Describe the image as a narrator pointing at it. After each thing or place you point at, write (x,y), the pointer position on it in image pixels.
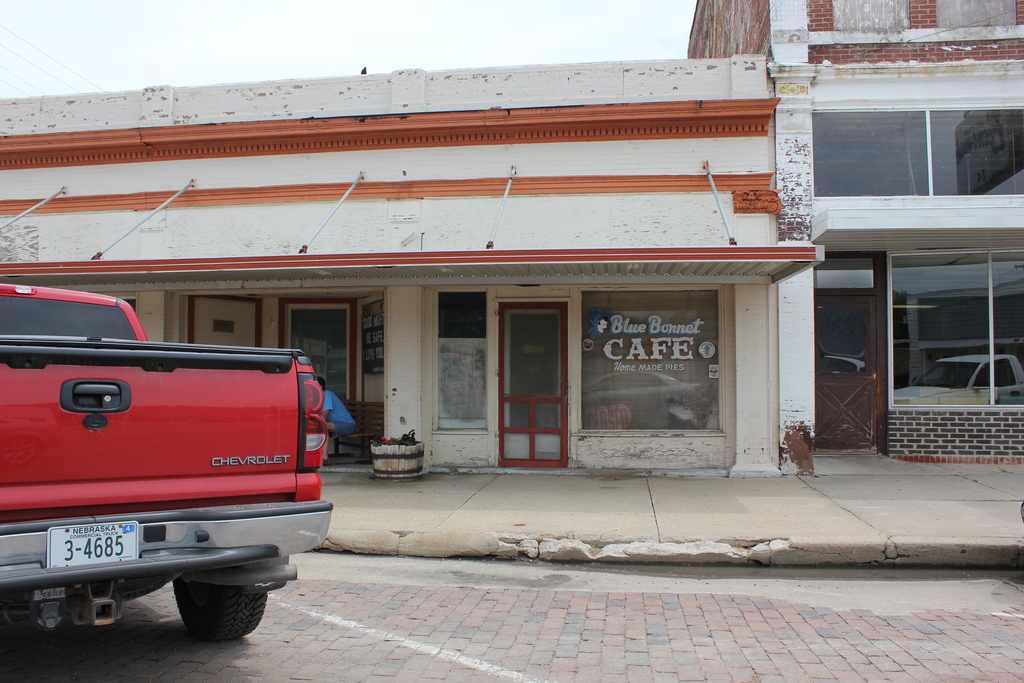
In this image, there are a few buildings (687,252). We can see a vehicle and a person (350,412) sitting on the bench (374,411). We can see the ground (433,498) with an object (388,460). We can also see the sky (484,29). We can see the glass (896,301) with the reflection (963,391).
